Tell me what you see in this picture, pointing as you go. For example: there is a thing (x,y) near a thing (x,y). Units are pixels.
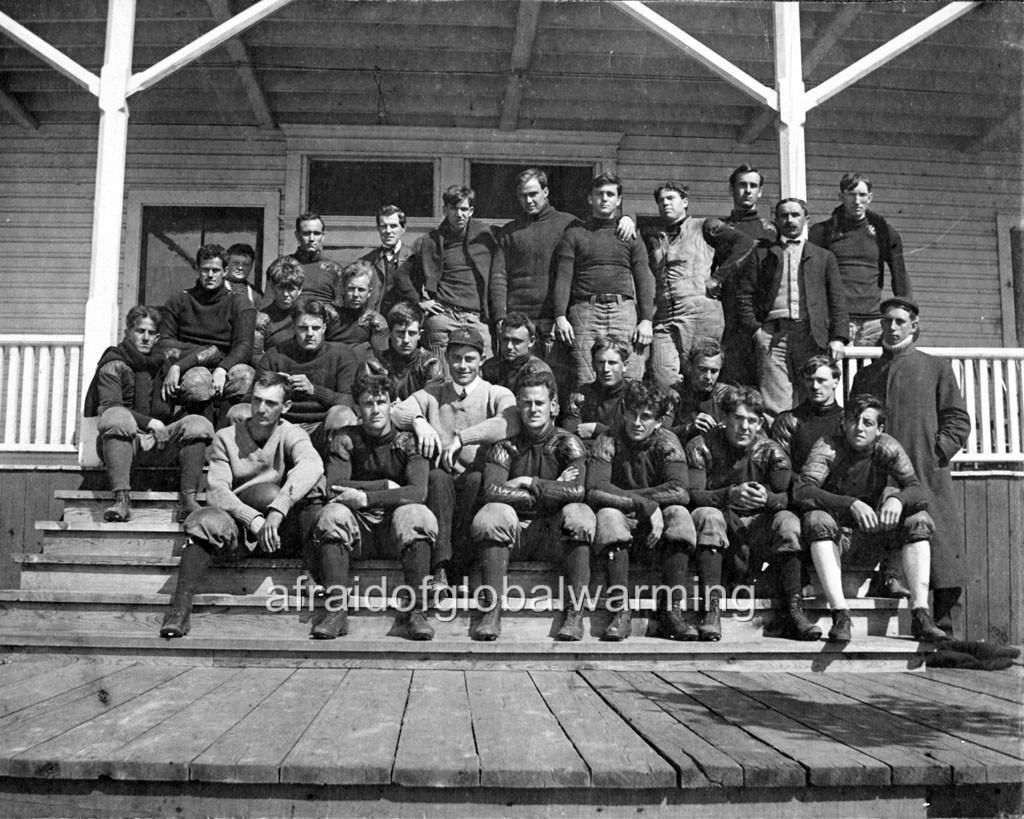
In this black and white picture few persons (396,518) are sitting on the stairs (392,637). Few persons (505,301) are standing on the floor (832,687). Behind them there is a house (1,438) having fence (41,389).
